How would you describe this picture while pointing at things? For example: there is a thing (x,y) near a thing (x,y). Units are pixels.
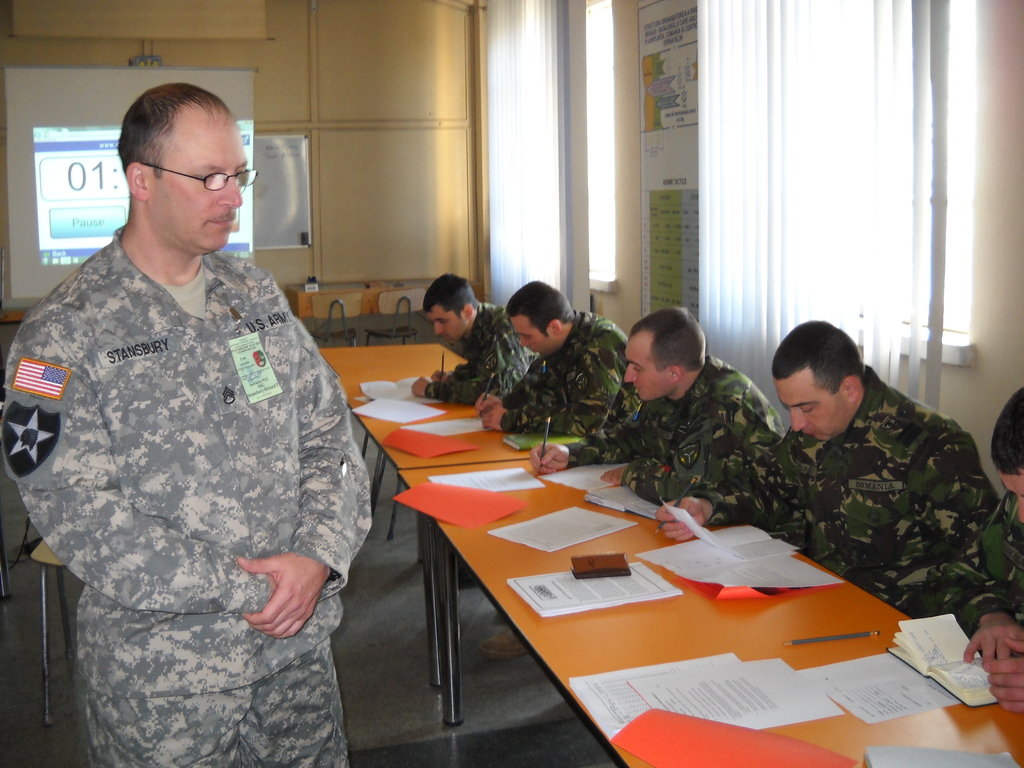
In this picture we can see group of people (701,341), few are sitting and a man (217,329) is standing, in front of them we can find few papers (576,581) and other things (595,567) on the tables (579,546), in the background (89,164) we can see window blinds (568,73), notice board (307,223) and a projector screen (89,212).
